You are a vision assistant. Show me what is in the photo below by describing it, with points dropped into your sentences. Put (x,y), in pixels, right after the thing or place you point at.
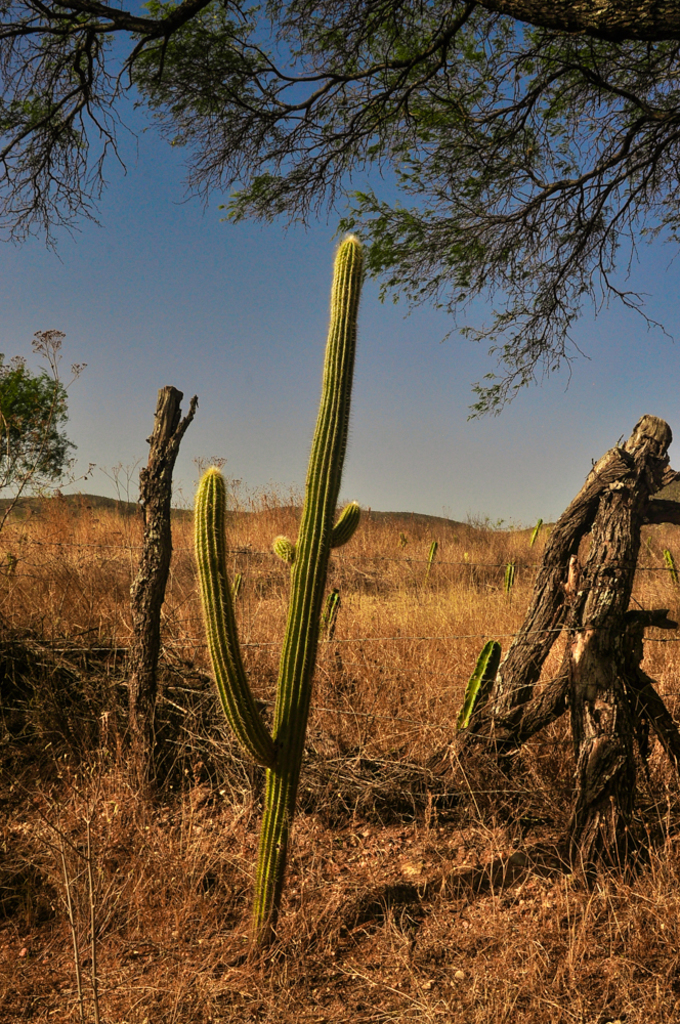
In this image there are some plants (294,766) at bottom of this image (333,855) and there are some grass (190,538) as we can see in middle of this image (364,586) and there is a tree (620,155) at top of this image (419,100).
